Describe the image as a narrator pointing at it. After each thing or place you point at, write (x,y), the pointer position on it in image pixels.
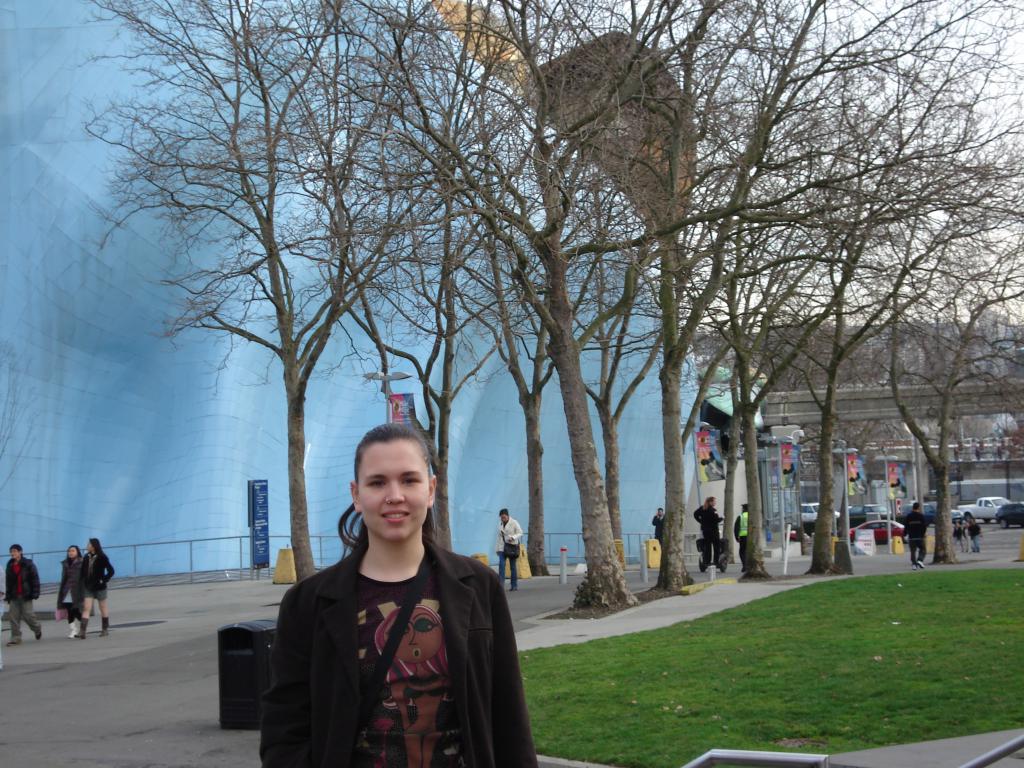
In this picture I can see there is a woman (372,576) standing and she is smiling and wearing a bag (416,608). In the backdrop (817,643) there is grass (890,671) on to right (883,684) and buildings (645,493), trees (599,517) on left (330,473) and there are vehicles (1009,511) moving in the backdrop (861,519) and the sky (827,290) is clear.
